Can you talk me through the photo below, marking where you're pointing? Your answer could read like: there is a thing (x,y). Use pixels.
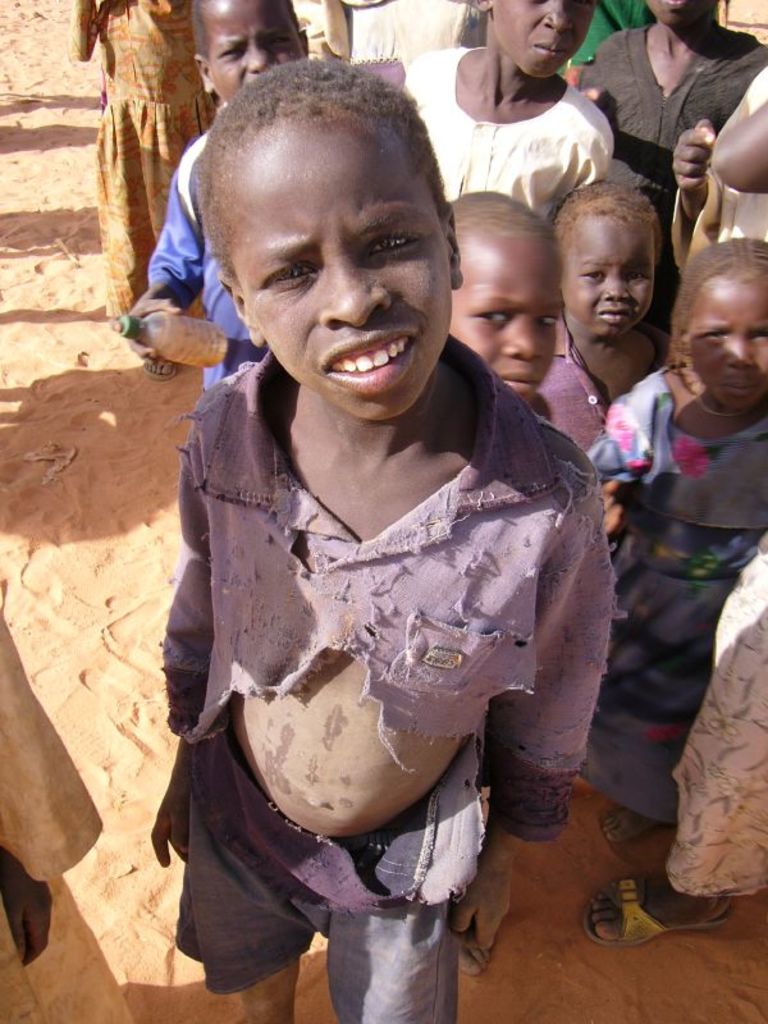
In this image there are people (380,396) and sand (600,888). Among them one person (199,285) is holding a bottle (180,313).
